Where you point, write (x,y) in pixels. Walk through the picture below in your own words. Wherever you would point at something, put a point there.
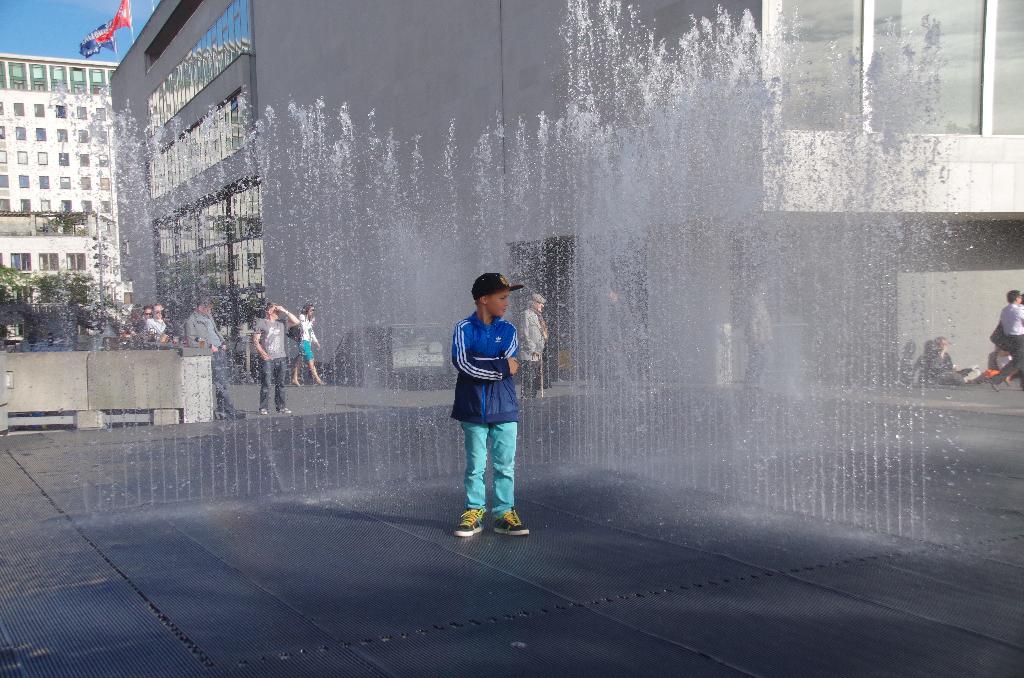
In this image we can see a person (467,373) wearing blue color jacket (483,413) sky blue jeans (471,476) standing near the water fountain (441,483) and in the background of the image (265,344) there are some persons (206,343) standing, walking and there are some buildings (291,8), trees (74,283) and top of the building (153,30) there are some flags (87,55).
